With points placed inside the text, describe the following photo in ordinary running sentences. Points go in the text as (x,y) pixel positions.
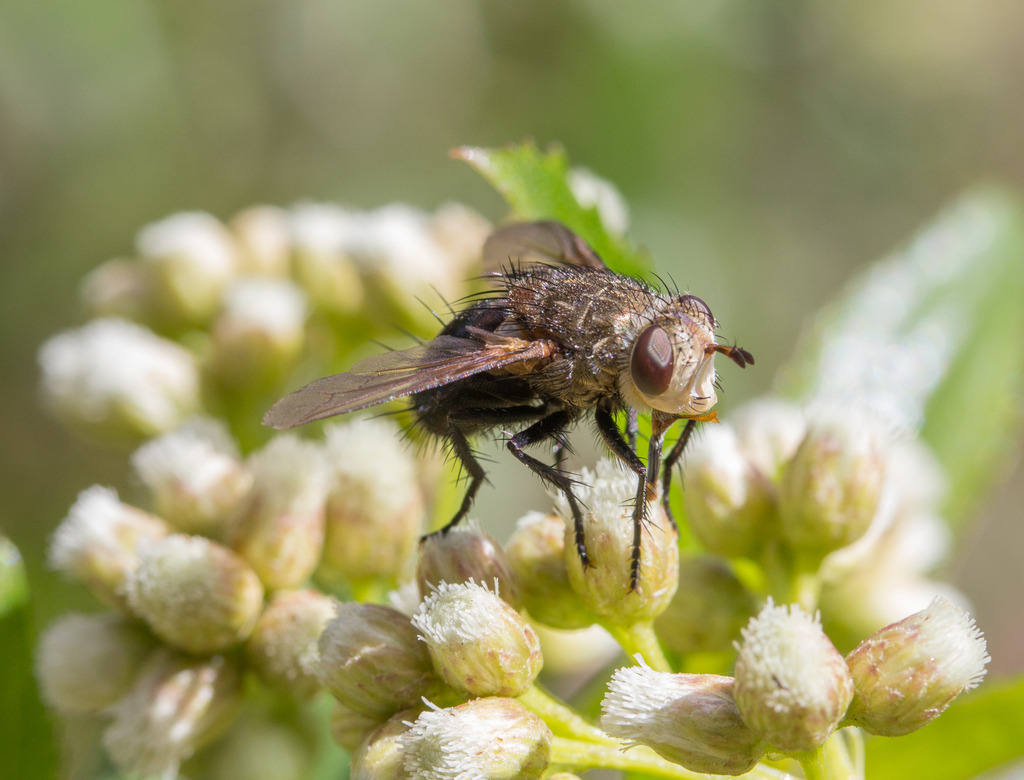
In the image there is a fly (584,308) standing on flowers (612,562) of a plant (261,489).
